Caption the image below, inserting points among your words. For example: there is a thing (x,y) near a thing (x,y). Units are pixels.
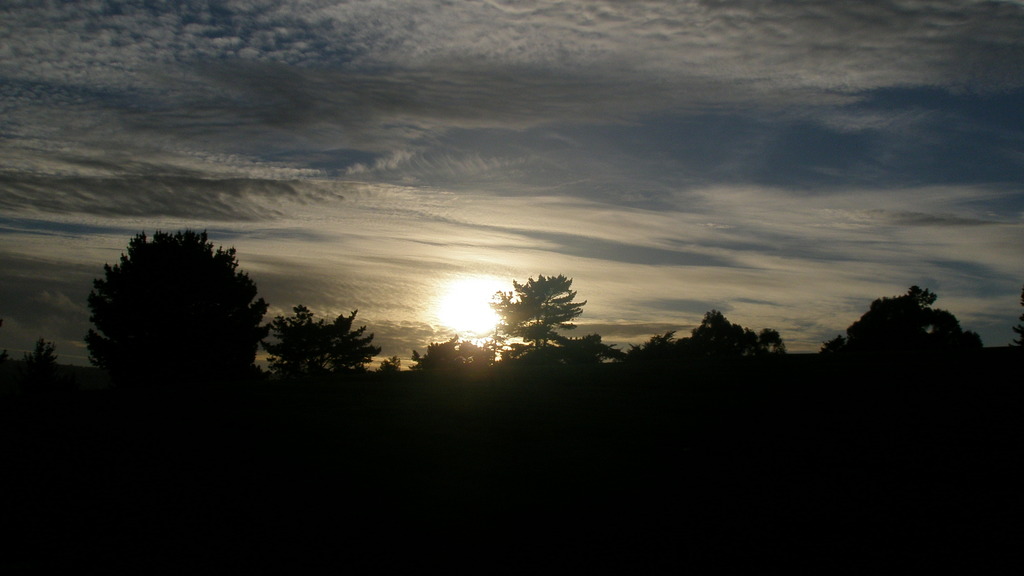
In this image in the center (366,326) there are trees (232,345) and the sky (443,199) is cloudy.
